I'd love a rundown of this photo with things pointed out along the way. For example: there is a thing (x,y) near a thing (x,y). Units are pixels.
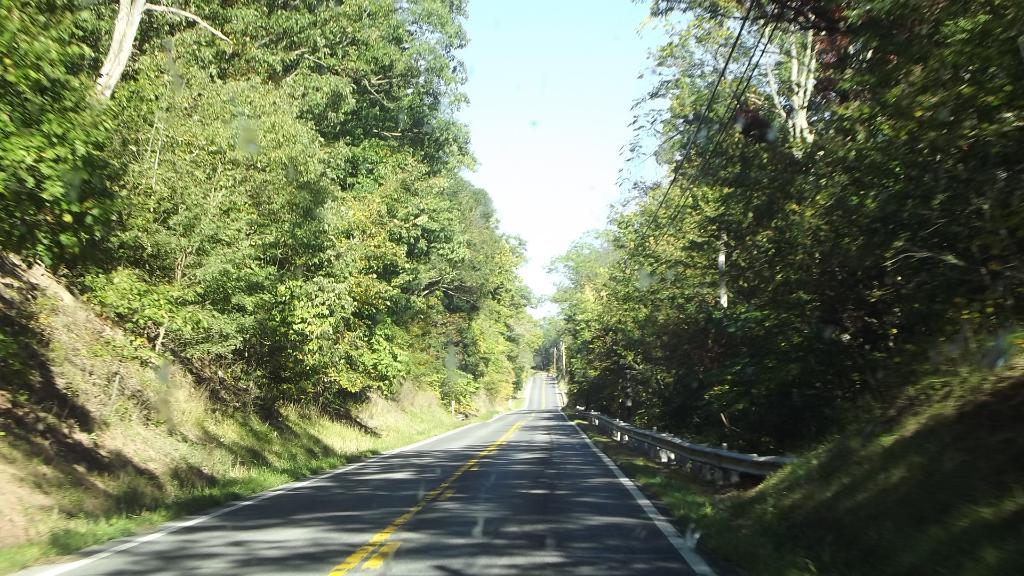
In the image there is a road (497,496) in the middle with trees (213,328) on either sides of it and above its sky (544,119).
